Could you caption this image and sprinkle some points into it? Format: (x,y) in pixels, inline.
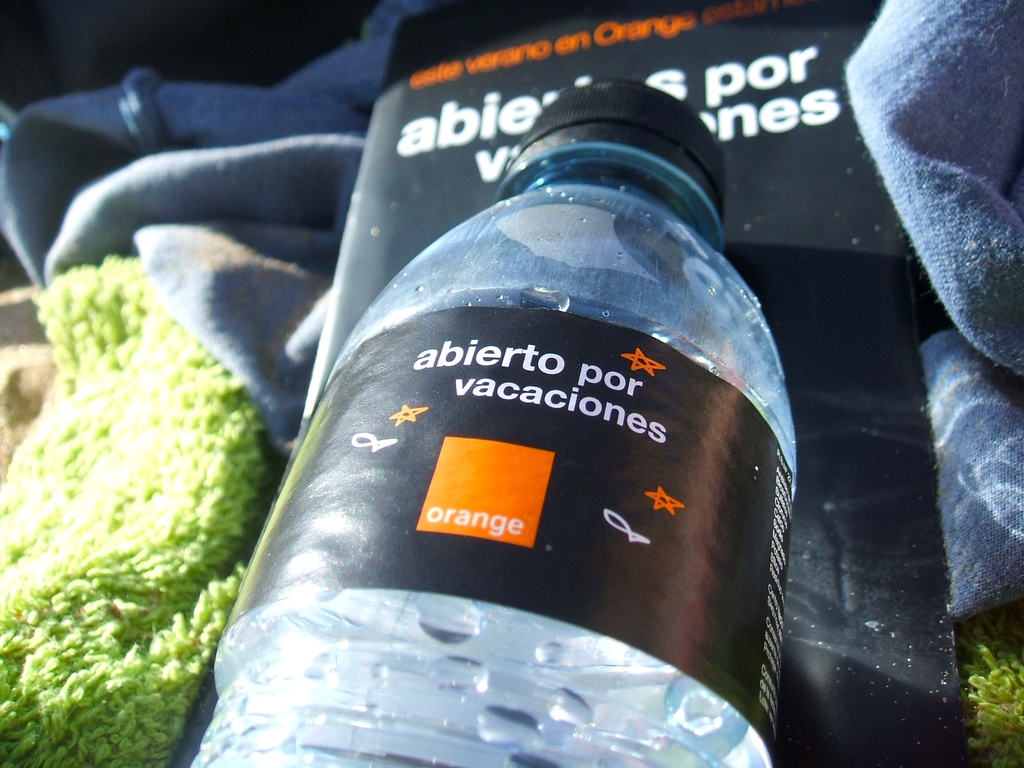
In the middle (544,479) there is a bottle (538,502), on that there is a label (519,504) with some written text (499,529) on it. In the background (382,144) there is a towel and poster (806,323).
